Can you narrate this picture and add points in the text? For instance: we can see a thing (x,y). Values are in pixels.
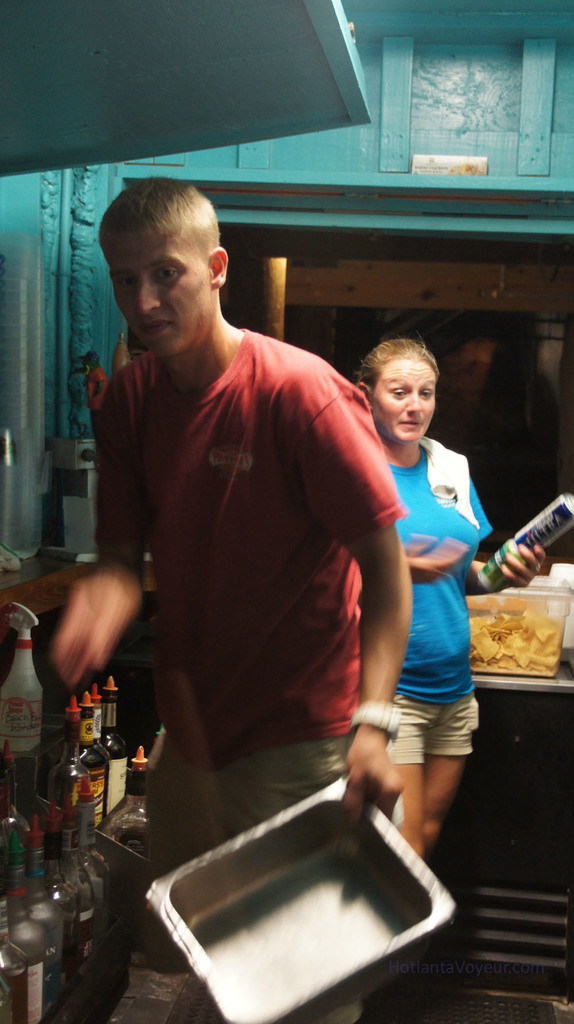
There is a man (265,500) and a woman (474,496). A man (259,559) is holding a vessel (232,902). And the woman (419,517) is holding something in the hand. On the left side (64,785) there are bottles (93,723). In the back (499,625) there is a basket (506,611) with chips (531,638). In the background (245,201) there is a wall (304,166).
